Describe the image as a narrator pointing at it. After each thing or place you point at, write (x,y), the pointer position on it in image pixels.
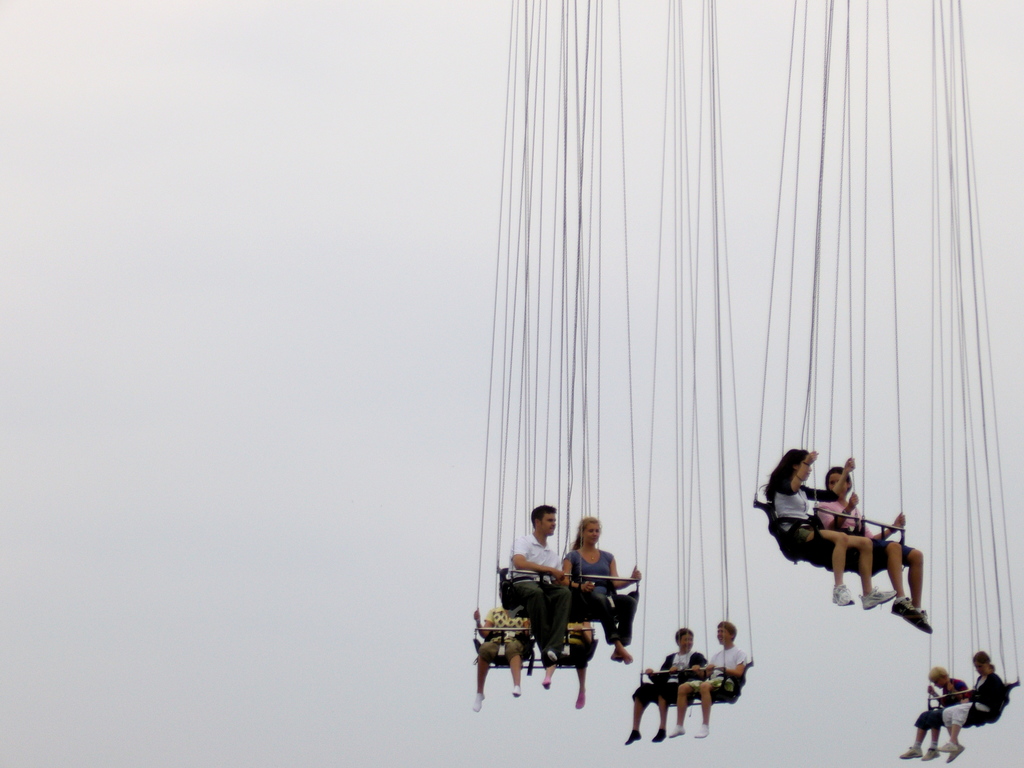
In this picture I can see some people (543,625) are sitting on benches (740,678). This benches (570,620) are attached with wires (526,462). In the background (181,345) I can see the sky (196,391).
